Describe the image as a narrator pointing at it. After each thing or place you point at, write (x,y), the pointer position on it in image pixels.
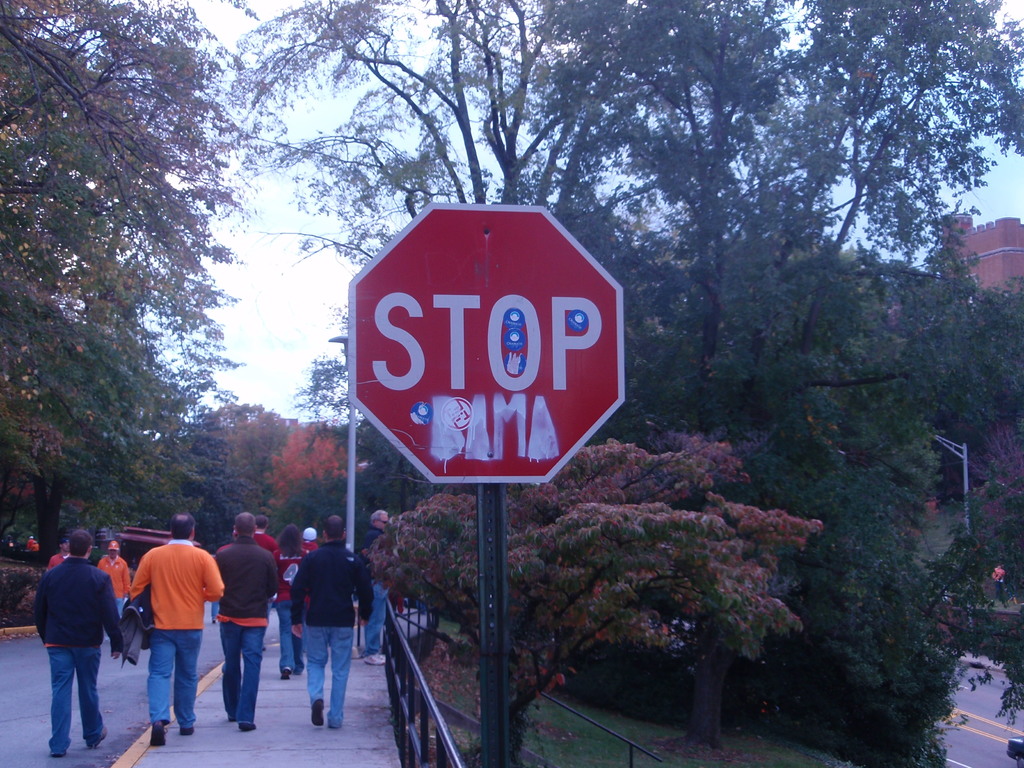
In the image there is a sign board (483,388) in the middle (529,289) with a road (144,726) on the left side (116,726) with few people (196,679) walking on it and there are trees (160,429) in the background (301,446) all over the image.
